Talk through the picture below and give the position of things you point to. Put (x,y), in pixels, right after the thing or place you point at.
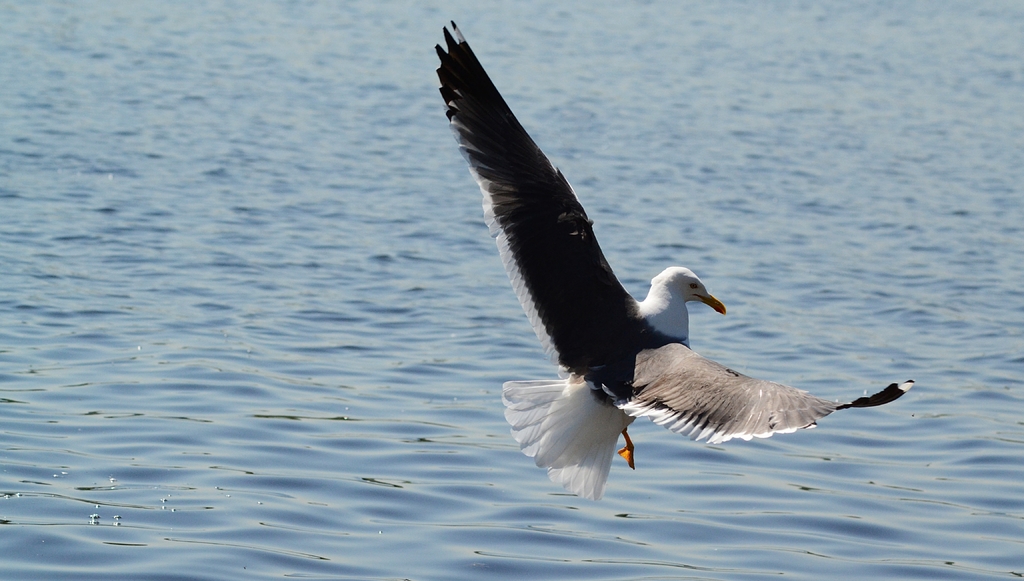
In the foreground of this image (582,476), there is a bird (666,387) in the air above the water surface (417,532).
